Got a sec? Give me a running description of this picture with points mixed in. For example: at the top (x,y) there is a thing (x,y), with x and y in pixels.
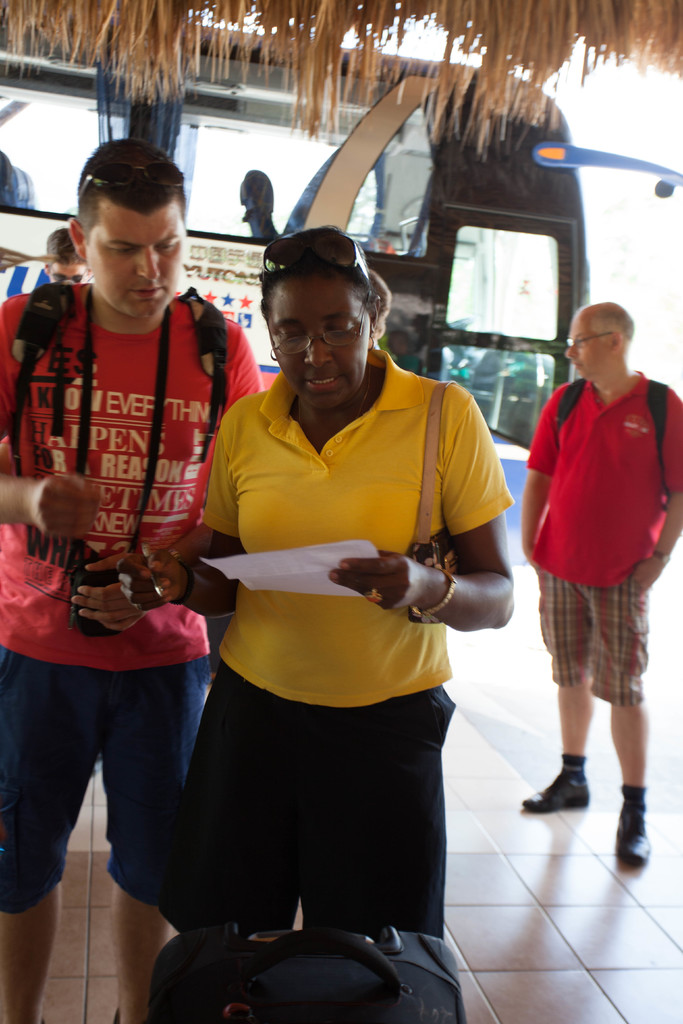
There is one person (365,558) standing in the middle (386,555) is wearing a yellow color t shirt (381,501) and holding a paper (319,586). The person (108,510) standing on the left side (91,530) is wearing a backpack (55,288) and a camera (103,579). The person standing on the right side (621,450) is wearing a red color t shirt (585,525) and wearing a backpack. There is a bus (426,257) in the background (426,257). There is a bag (305,940) at the bottom of this image (299,951).
